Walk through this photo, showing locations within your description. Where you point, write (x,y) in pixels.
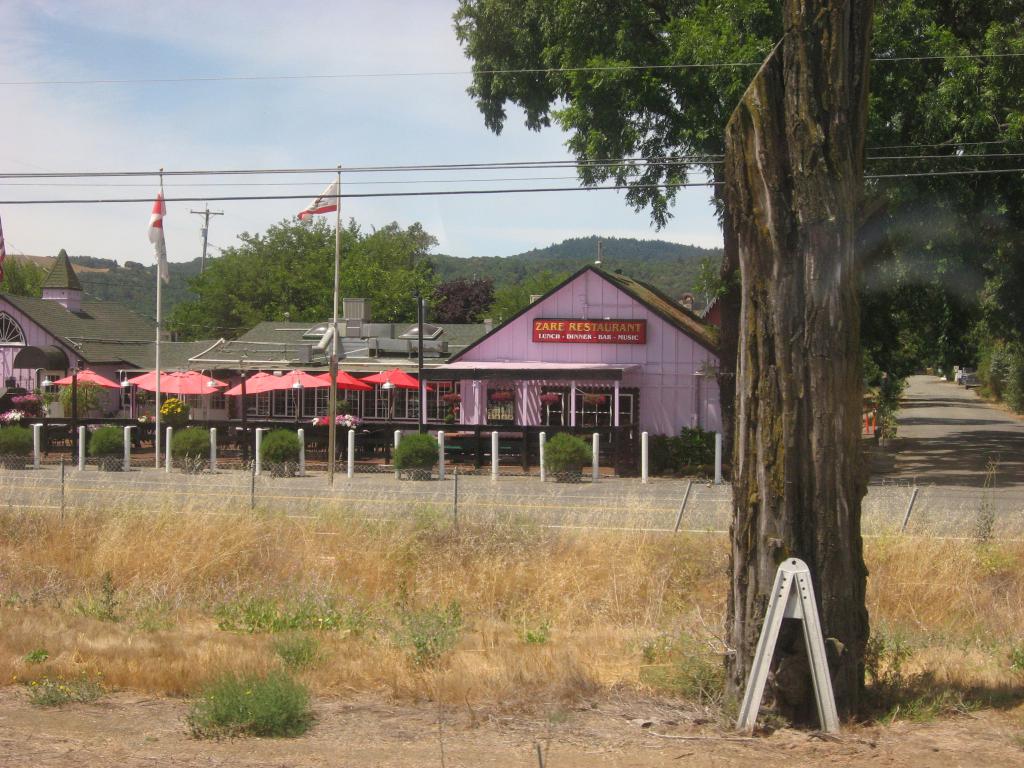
In the picture I can see some object (772,642) is placed near the tree trunk (840,240), here I can see grass (384,670), fence (149,420), wires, flags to the poles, houses (394,394), trees (270,312) and the cloudy sky (46,115) in the background (410,180).
